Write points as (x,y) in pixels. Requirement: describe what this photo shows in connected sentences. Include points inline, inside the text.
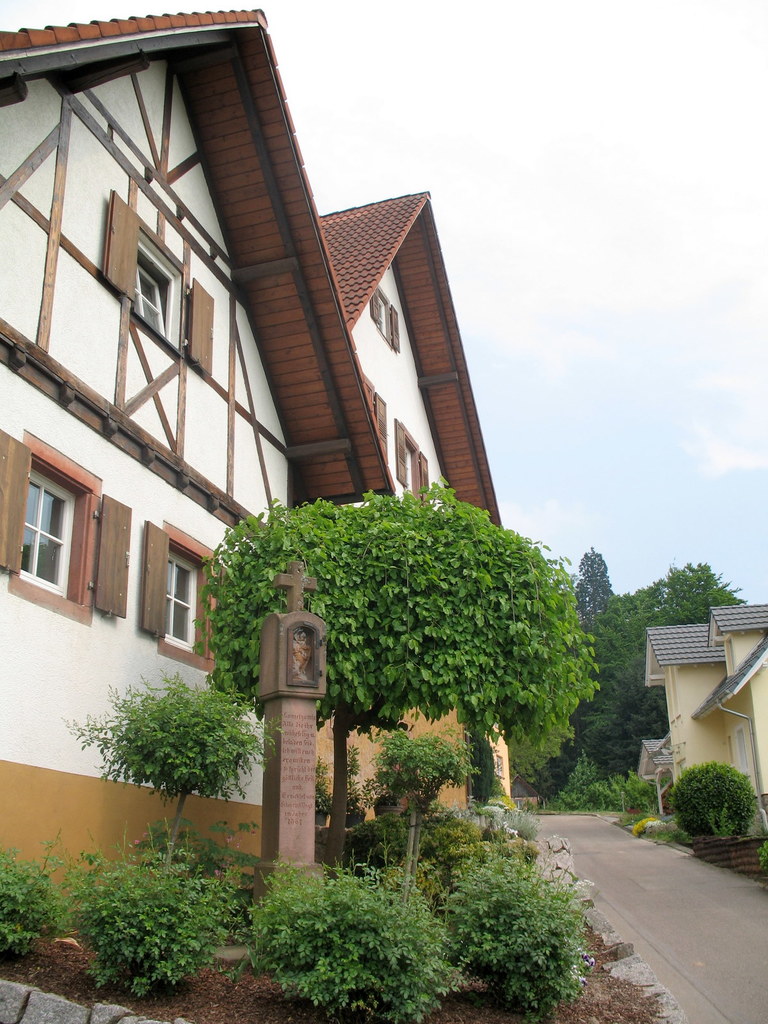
In this image we can see plants (519,892), cross symbol pillar (299,584), houses (195,405), trees (435,763) and the sky (564,160) in the background (633,331).
